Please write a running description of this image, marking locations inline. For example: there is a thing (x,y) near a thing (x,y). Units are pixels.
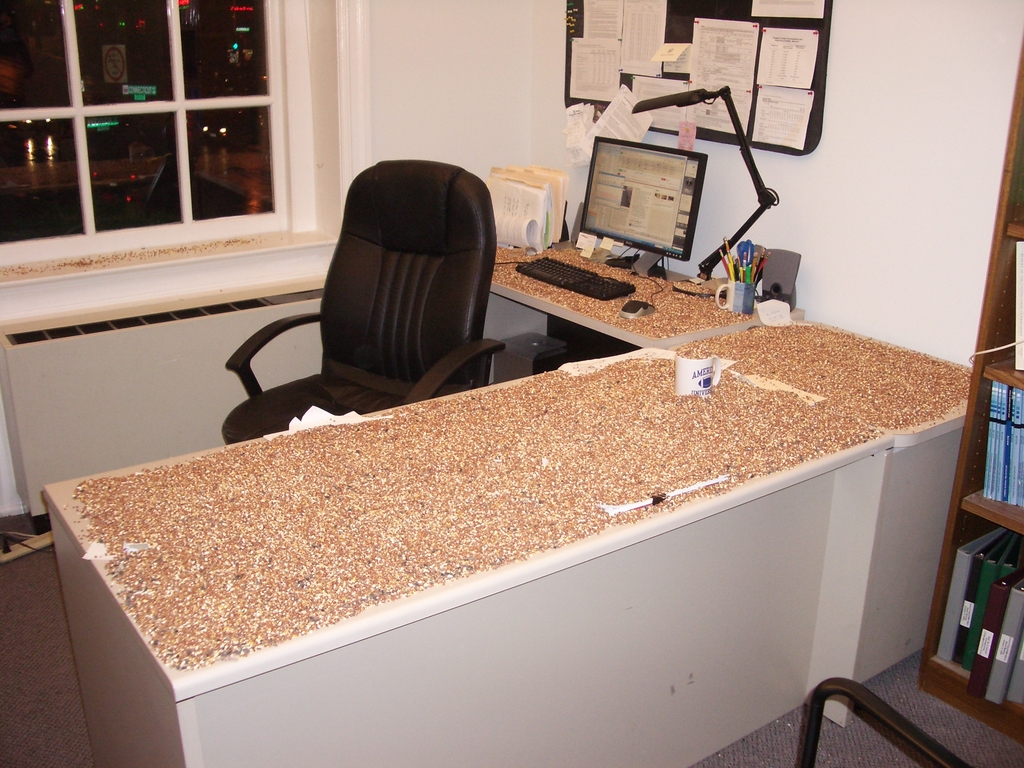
In the image there is a countertop (757,345) and on that there is a monitor (644,235), keyboard (597,285), mouse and some stationery items (755,257) kept in a cup (737,300), behind that there is a wall (520,157) and to the wall (560,21) there are some papers (716,38) attached on a notice board (742,14), there is a chair (413,308) and on the right side (1004,705) there is a wooden cabinet (985,460) and there are some files (958,627) and books (1019,490) inside that, in the background (153,188) there is a window (161,198).
